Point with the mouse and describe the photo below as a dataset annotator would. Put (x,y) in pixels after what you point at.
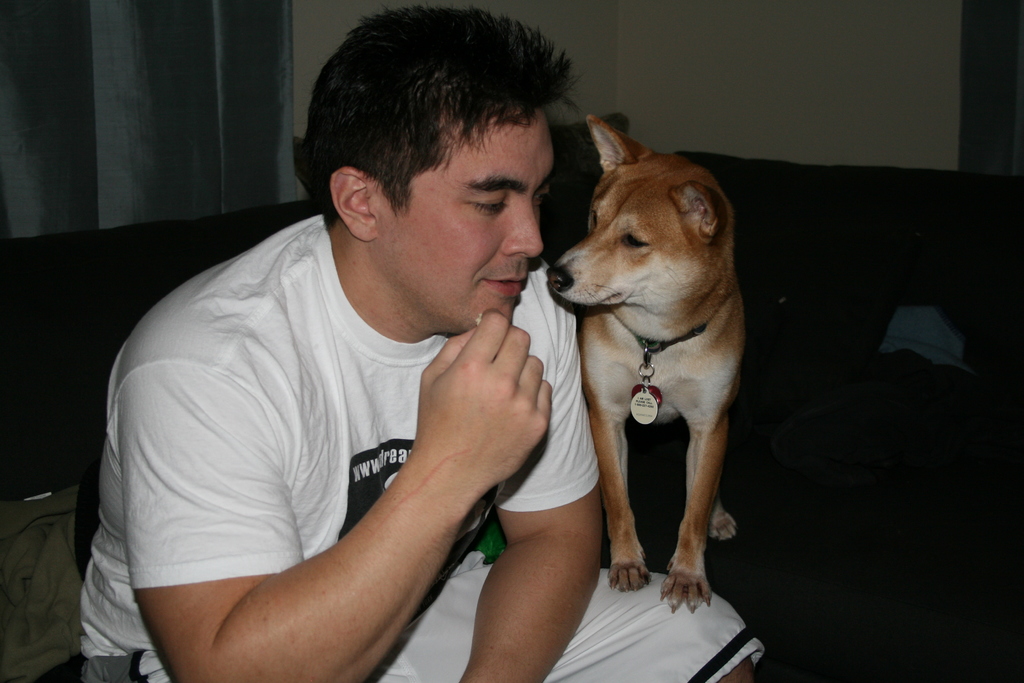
This is a picture taken in a room (240,375), the man (240,375) in white t shirt (285,475) was sitting on a sofa (78,519) and the man (184,398) is looking at a dog (584,287) and the dog (622,339) is wearing a chain (646,355). Behind the man (358,357) there is a wall (792,111) and a curtain (175,115).
